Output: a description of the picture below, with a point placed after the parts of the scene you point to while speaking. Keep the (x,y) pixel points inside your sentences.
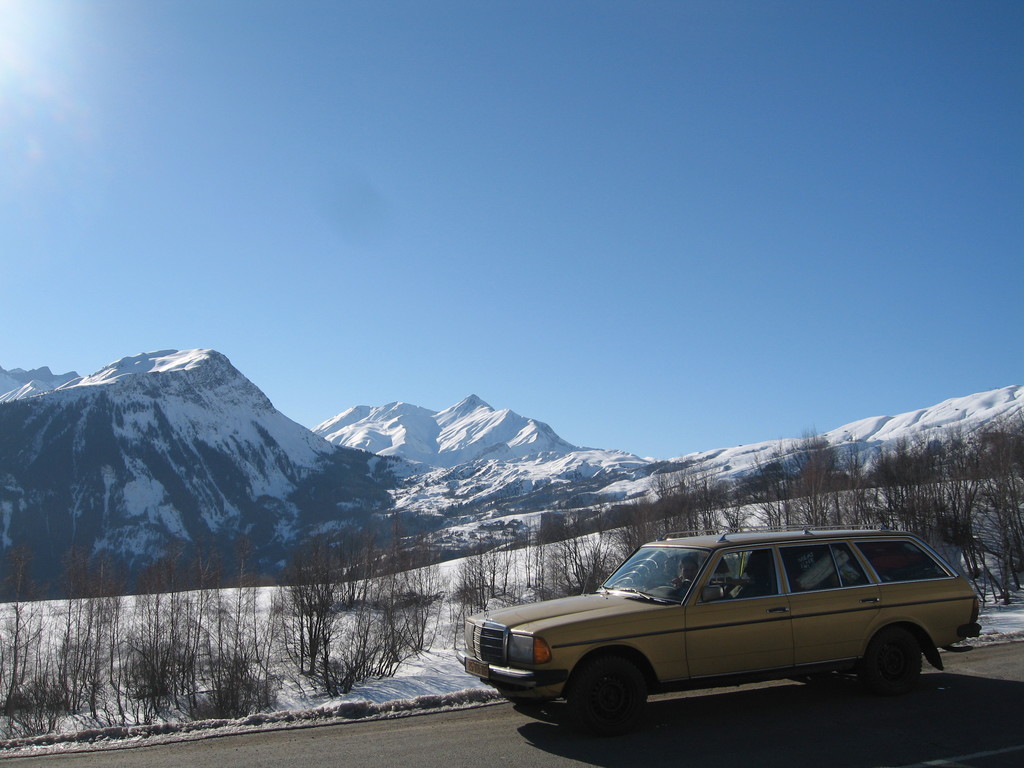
In this picture we can see a car (692,554) on the road (510,747). There are few plants (4,706) from left to right. We can see few mountains (406,406) covered with snow (423,414) in the background (170,438). Sky (398,393) is blue in color.
